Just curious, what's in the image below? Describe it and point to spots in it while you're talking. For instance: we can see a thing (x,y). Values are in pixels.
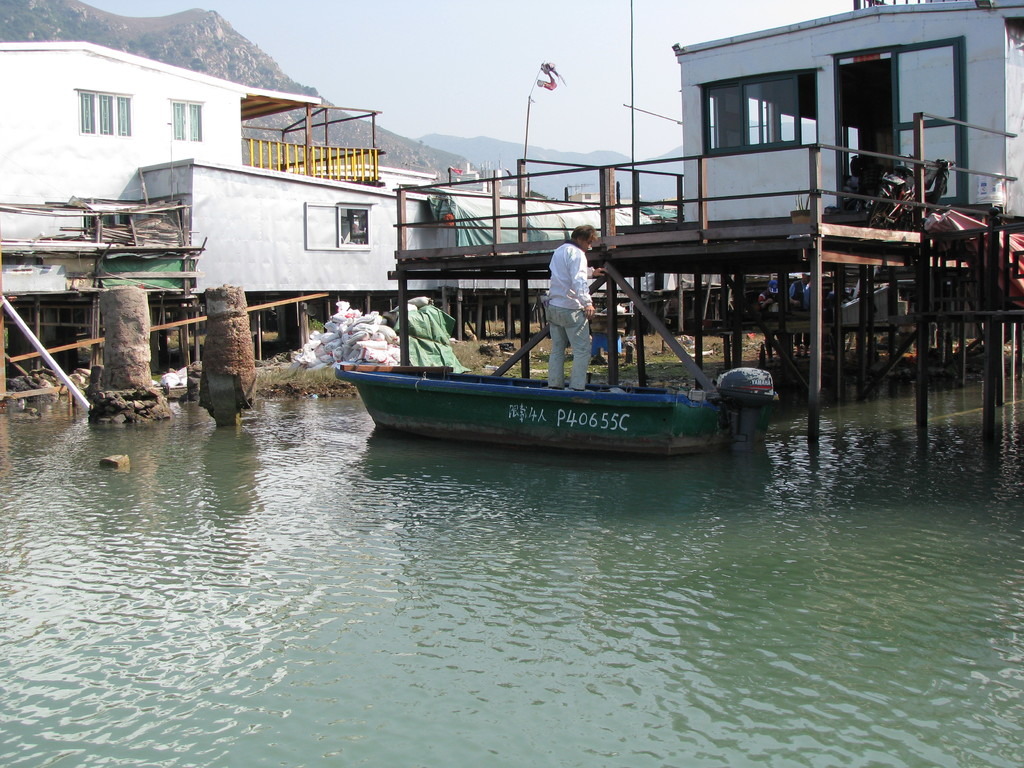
In this image I can see few houses (835,70) on the bridge (679,236). I can see a person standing on the boat (529,412). I can see windows (122,110), mountains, poles (632,109), bags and the water (215,612). The sky (413,98) is in blue color.
